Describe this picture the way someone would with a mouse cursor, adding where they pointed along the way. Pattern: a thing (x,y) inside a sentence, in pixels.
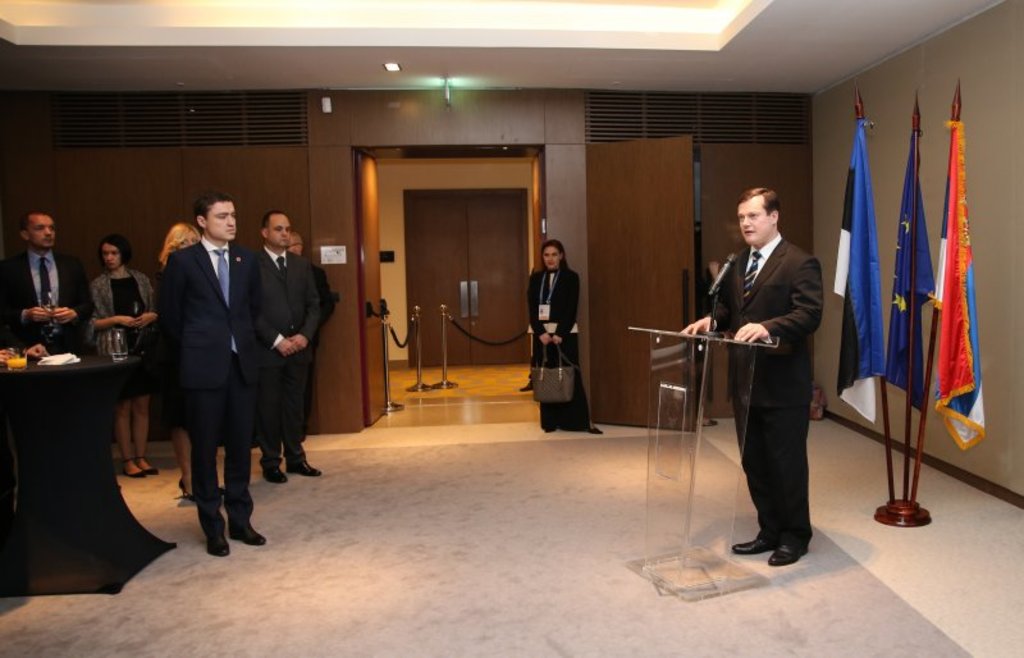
In this image, we can see people (760,442). Here a person (765,470) is standing near the glass podium (708,424). On the right side (881,349), we can see flags (972,443), rods (918,449), stand (917,517). At the bottom (401,589), we can see the floor (311,598). On the left side of the image (96,484), we can see a table (95,465). On top of that, we can see few objects (63,353). Background (449,299) we can see walls (317,266), doors (524,260), rods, ropes (453,319) and few objects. Here we can see woman (116,303) and man (55,285) are holding glasses (55,303).
